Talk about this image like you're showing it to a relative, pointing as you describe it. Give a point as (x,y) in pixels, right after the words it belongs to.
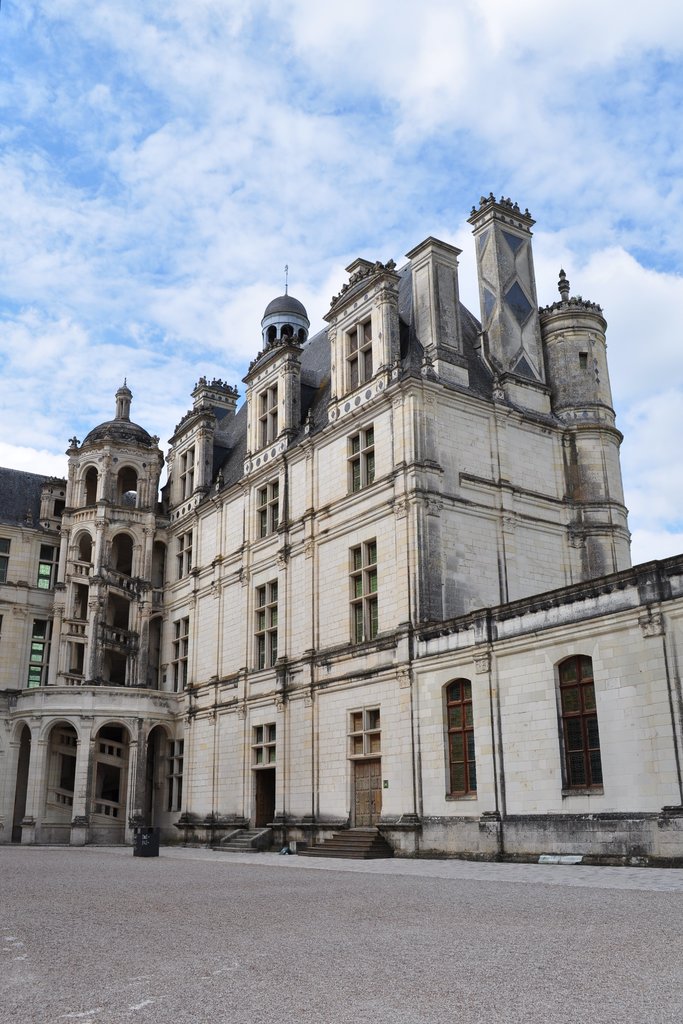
This is an outside view. At the bottom (165,951) there is a road (385,947). In the middle of the image (365,587) there is a building (230,479). At the top of the image (230,133) I can see the sky (344,128) and clouds (388,46).
